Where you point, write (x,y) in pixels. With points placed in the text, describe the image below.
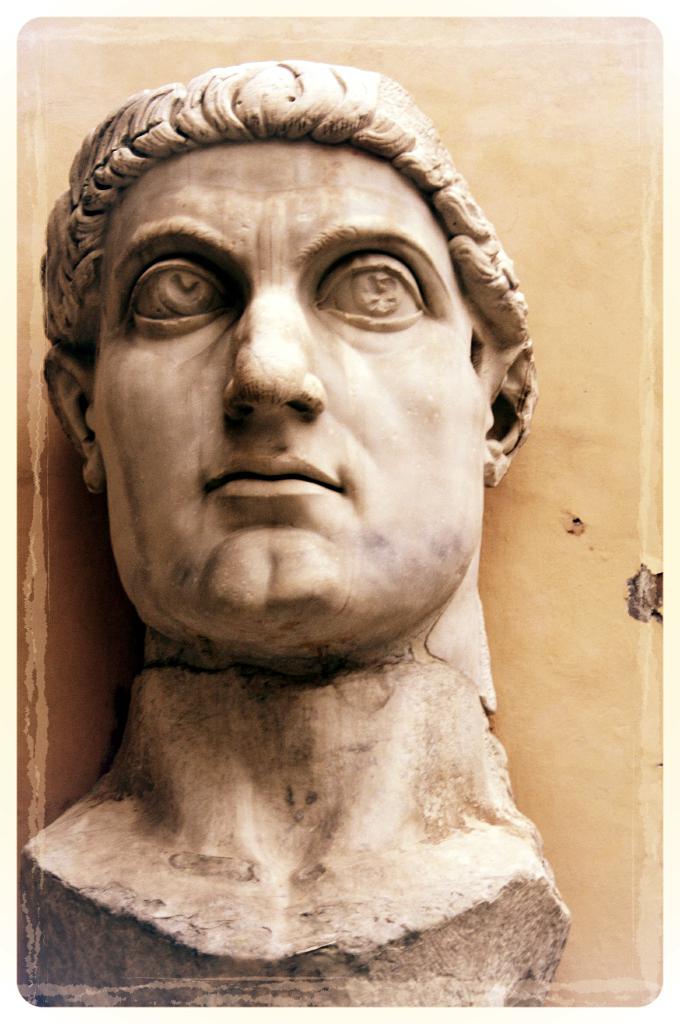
In this image we can see statue (252,785) of a person (388,813).
